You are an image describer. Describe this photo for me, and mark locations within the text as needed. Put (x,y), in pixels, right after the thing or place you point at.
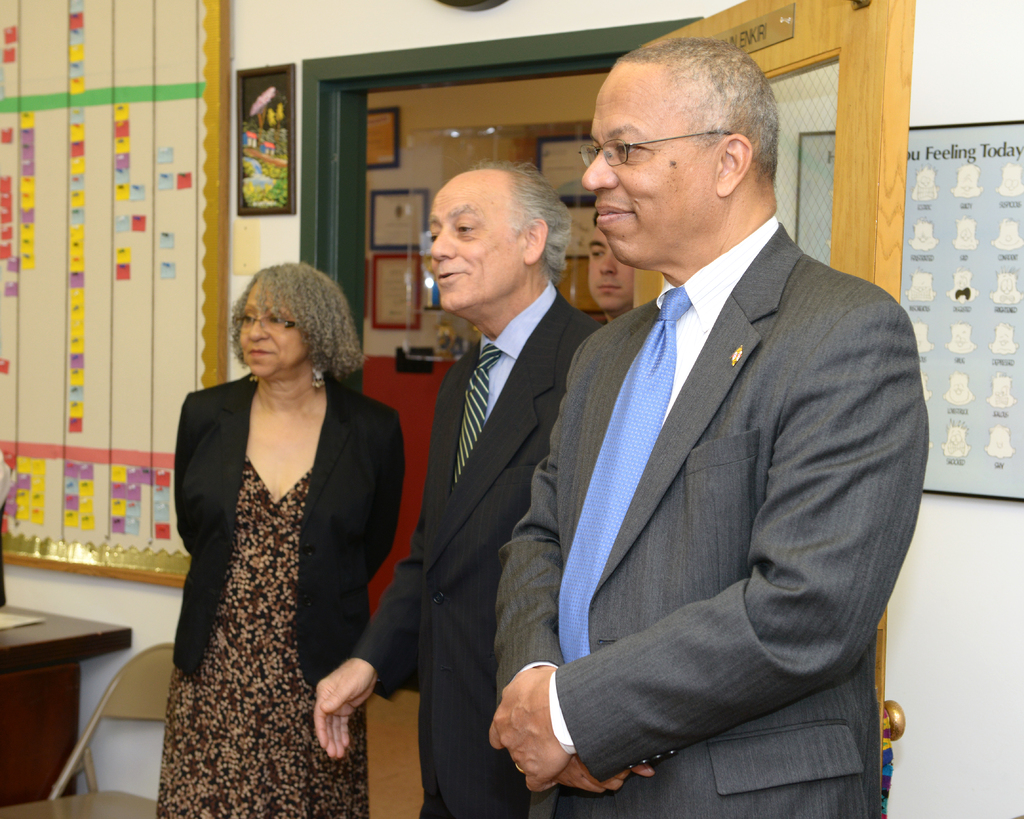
In this image i can see 2 men (530,489) and a woman (348,536) standing, men (678,551) are wearing blazers (562,491) and the woman (339,506) is wearing a jacket (379,524). In the background (318,19) i can see the wall (316,46), the door (802,66), a board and a photo frame (266,190) attached to the wall (253,34). i can also see a man (619,259) and a glass notice board (430,140) in the background (421,240).
